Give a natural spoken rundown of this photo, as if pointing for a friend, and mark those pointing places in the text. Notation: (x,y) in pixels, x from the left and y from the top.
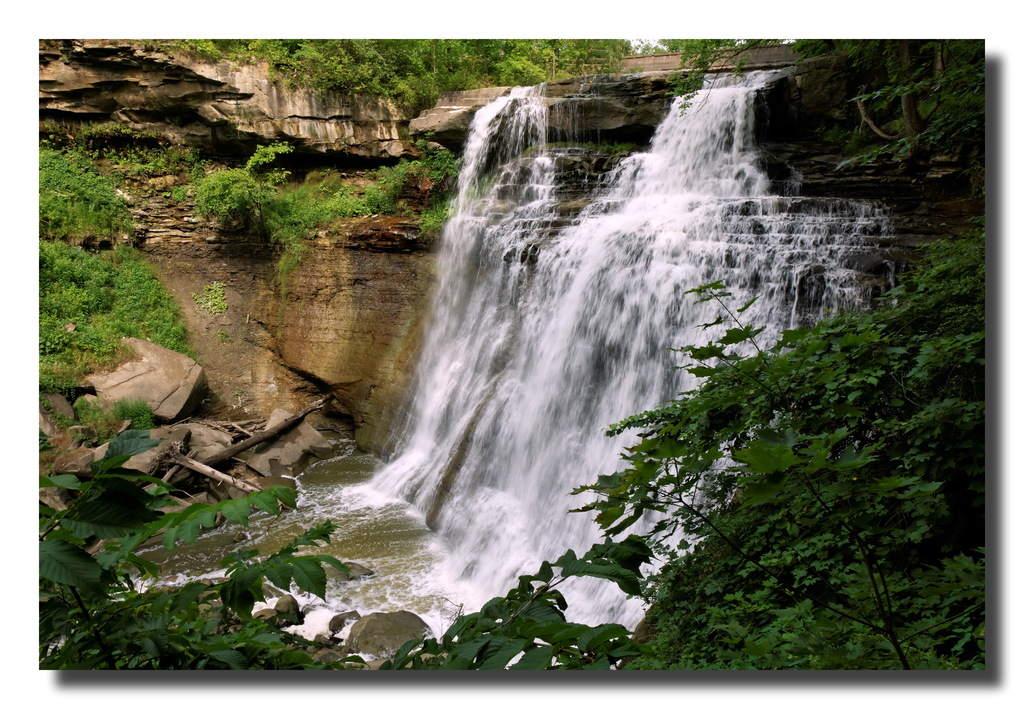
In this image we can see waterfall (568,427) and plants (120,228).
